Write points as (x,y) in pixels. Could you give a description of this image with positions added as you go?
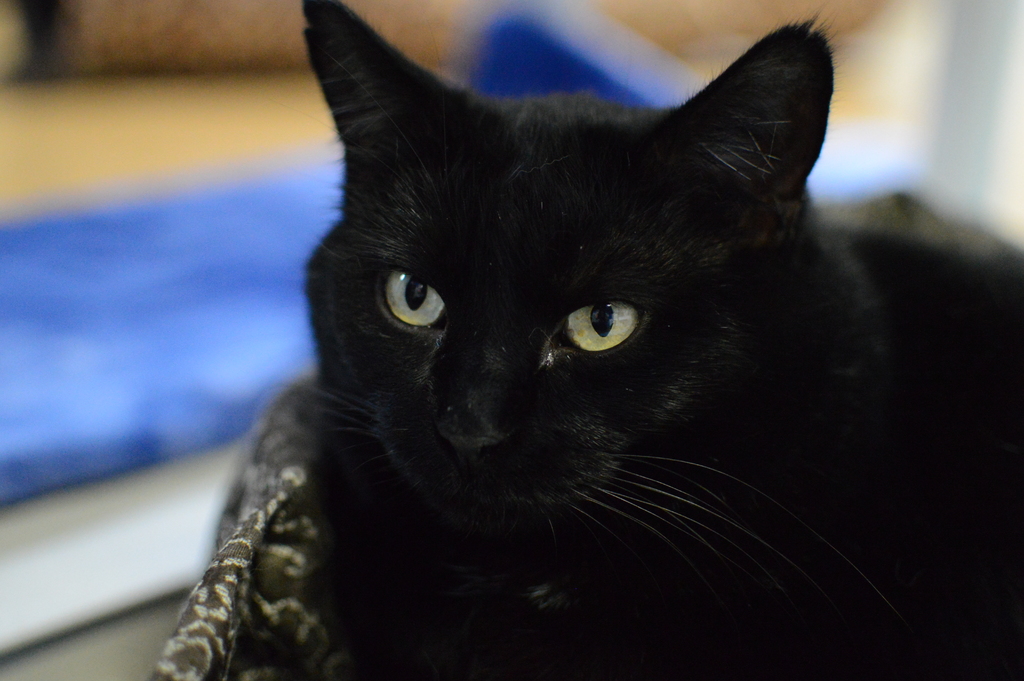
In this picture, we see a cat (561,359). It is in black color and it is looking at the camera. At the bottom of the picture (239,579), we see a blanket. Beside the cat (576,541), we see something in blue color. In the background (587,77), it is blurred.
